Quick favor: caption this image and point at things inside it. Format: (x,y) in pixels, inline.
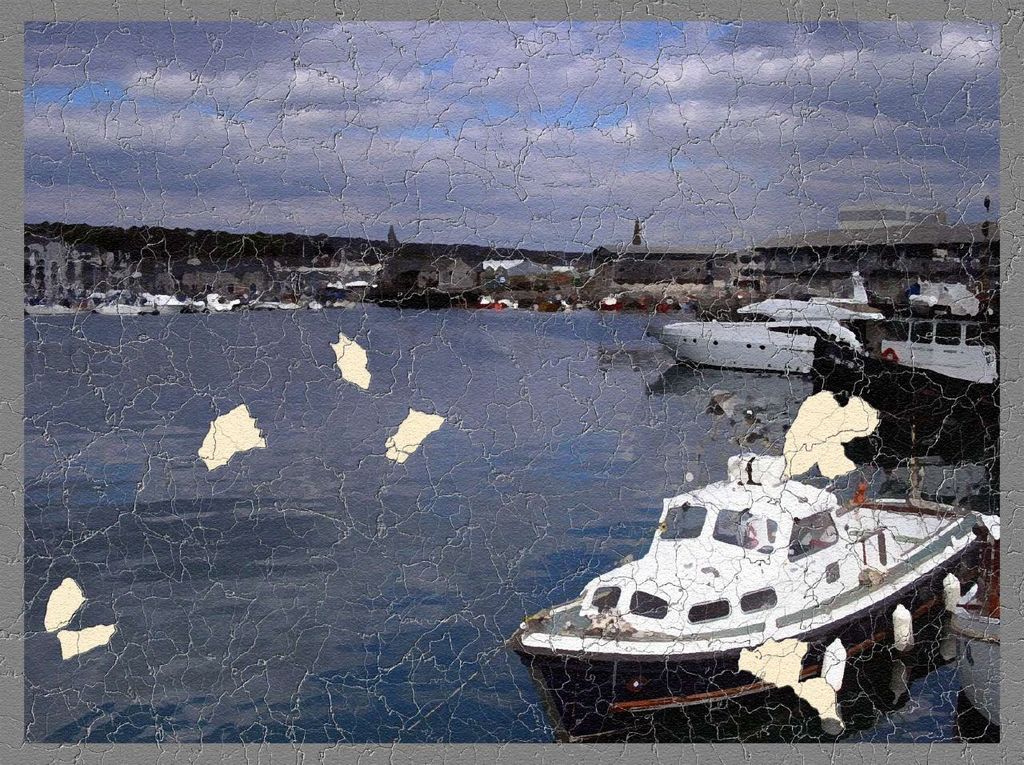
This is an edited image. In this image we can see ships (823,308) on the water (363,414), buildings (502,286), trees (450,257) and sky (607,188) with clouds (529,128).
